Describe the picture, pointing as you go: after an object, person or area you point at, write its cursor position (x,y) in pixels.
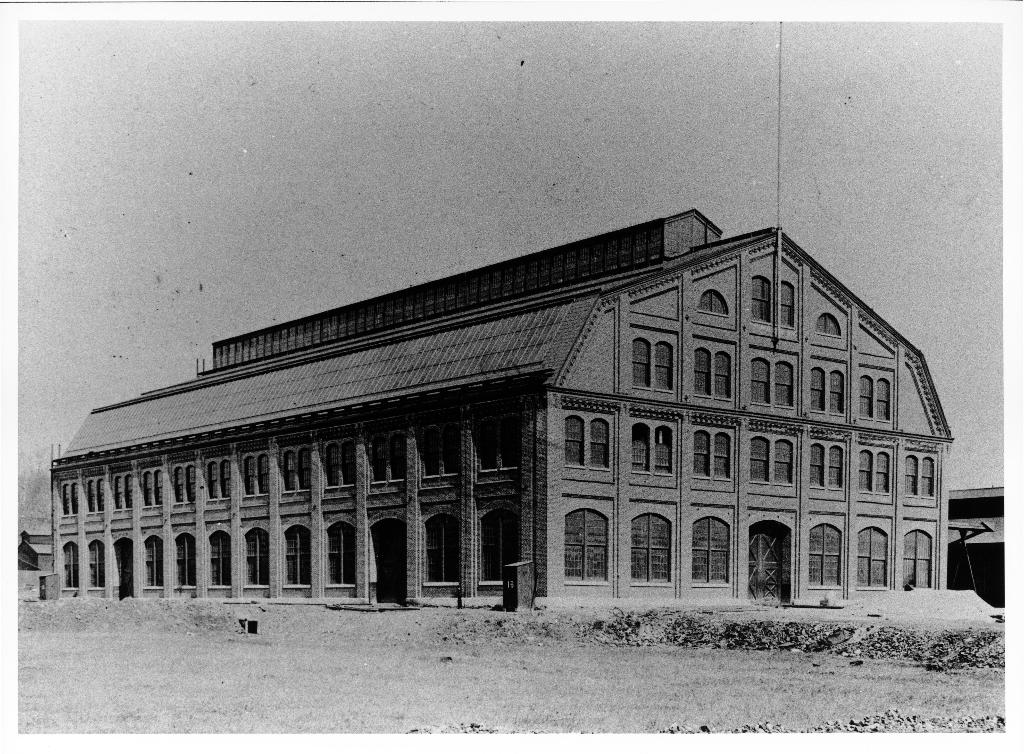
This is a black and white image. In this image we can see a building (505,495) with roof (652,270), doors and some windows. We can also see the sky (255,176).
